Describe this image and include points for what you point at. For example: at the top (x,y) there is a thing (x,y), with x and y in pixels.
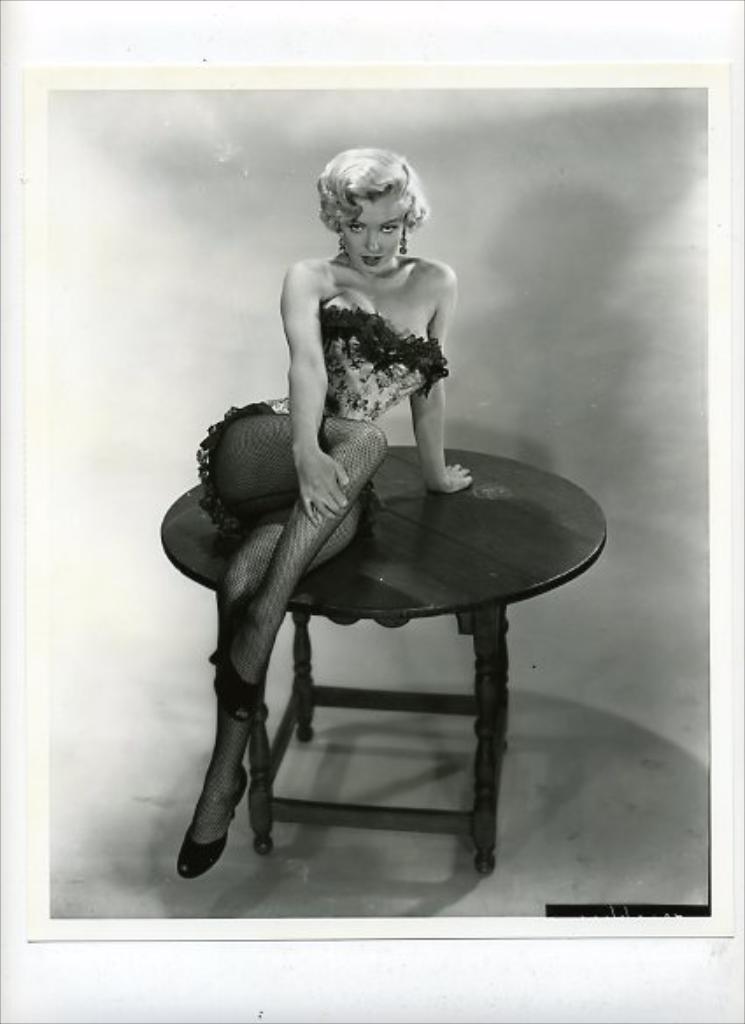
In this image i can see woman (377,417) sitting on a table (420,480).
